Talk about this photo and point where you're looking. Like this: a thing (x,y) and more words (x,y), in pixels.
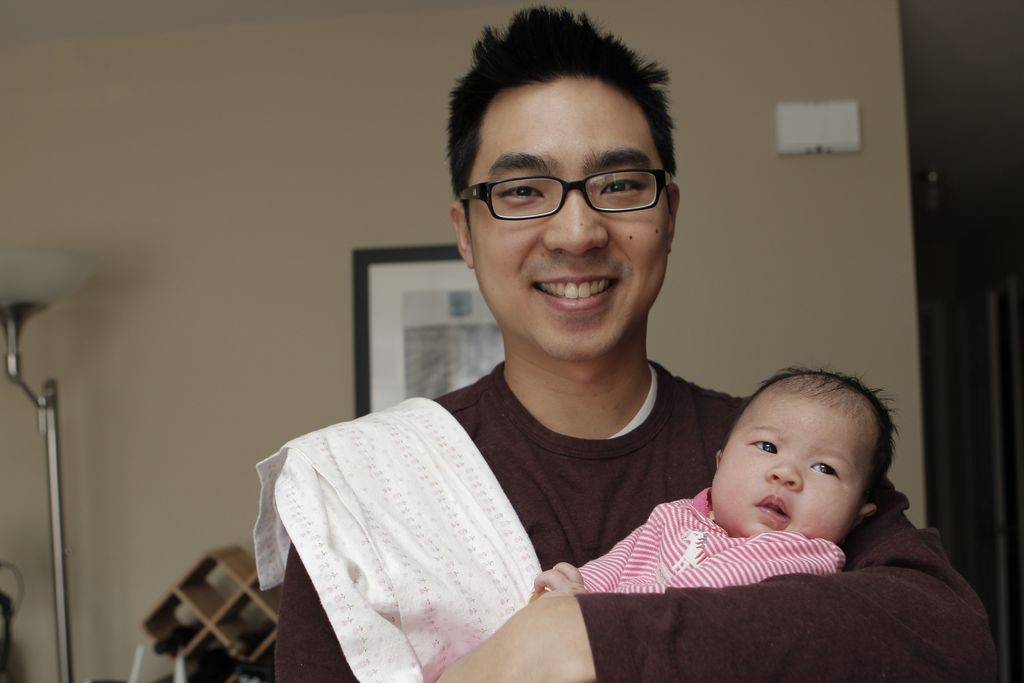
In this picture we can see a person (682,483) holding a baby (717,535). He wore spectacles (534,206) and he is smiling. In the background (20,353) we can see a lamp (49,401), object (227,613), and frame (381,317) on the wall (450,223).
